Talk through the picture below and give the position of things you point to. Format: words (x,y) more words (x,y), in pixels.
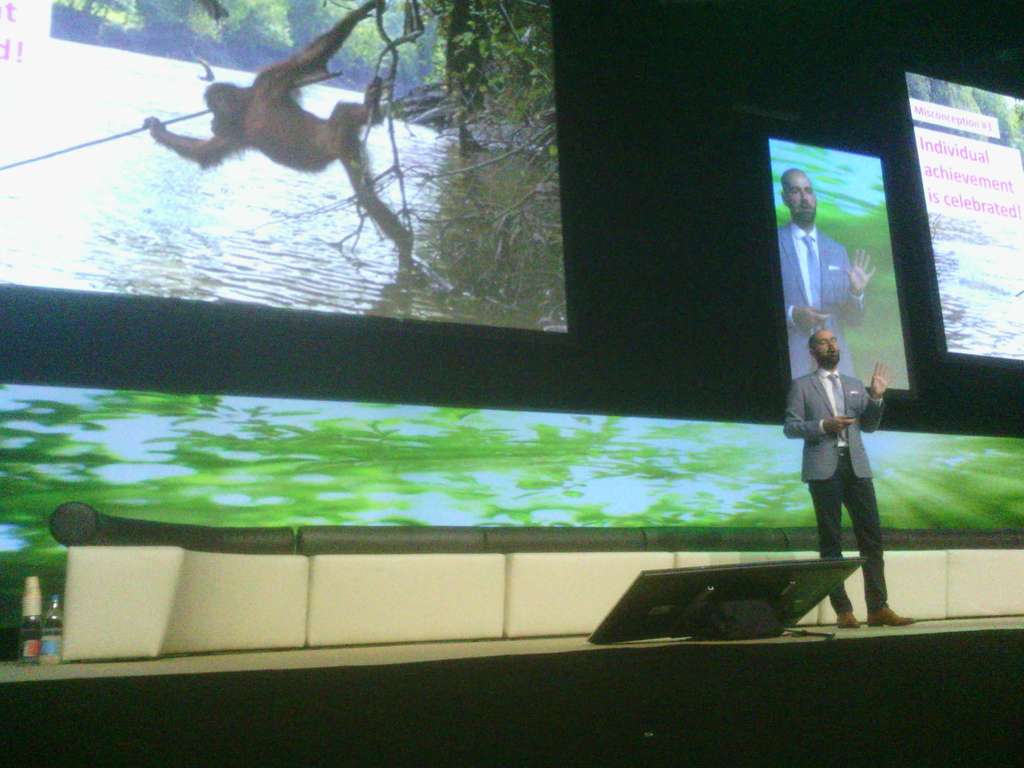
In this image, we can see a person (833,557) standing on the stage (198,653). We can see an object (327,592) and some bottles (51,627). We can also see a device (653,638). In the background (456,46), we can see some screens (428,194).
